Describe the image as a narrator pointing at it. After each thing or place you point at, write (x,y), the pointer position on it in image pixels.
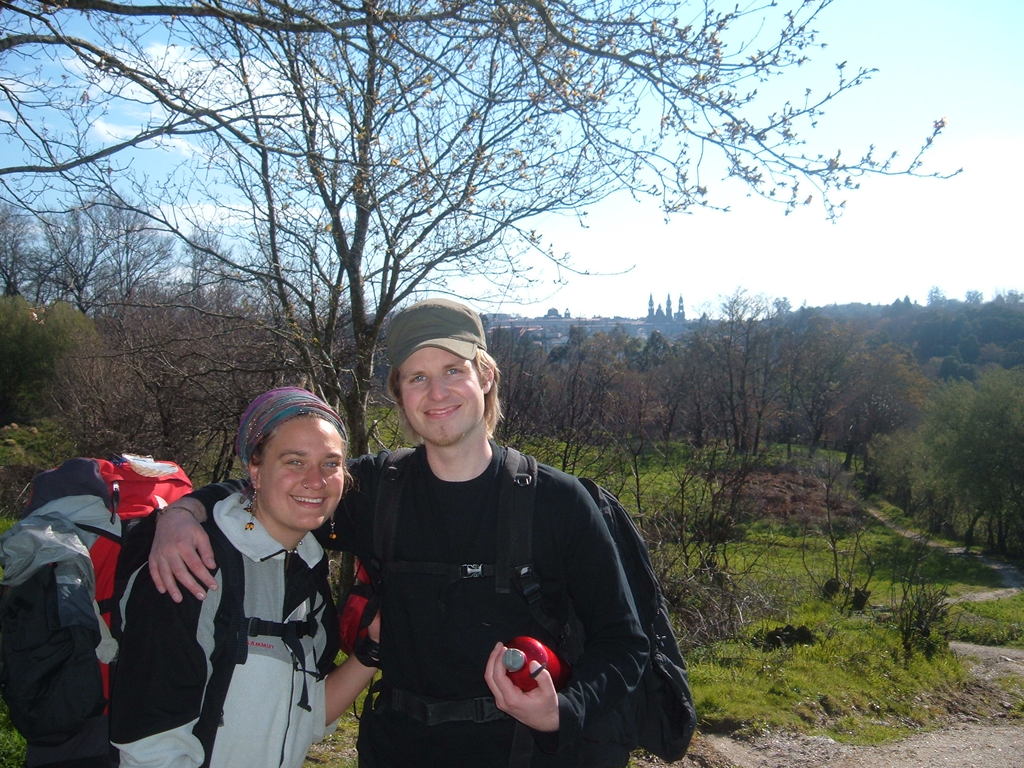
In this picture I can observe a couple (430,510). Both of them are smiling. They are wearing bags (66,608) on their shoulders (585,521). In the background (305,268) I can observe trees (298,337) and sky (641,249).
